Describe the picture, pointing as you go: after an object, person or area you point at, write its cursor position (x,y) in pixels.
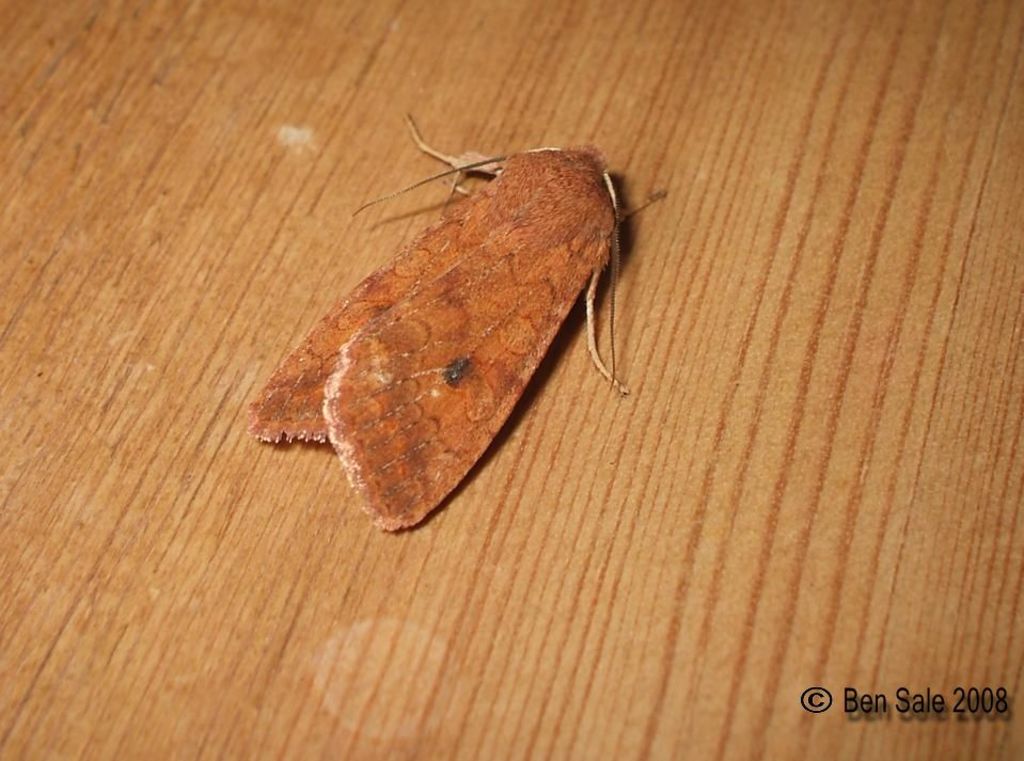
Here in this picture we can see a moth (424,242) present over a place (395,252).
